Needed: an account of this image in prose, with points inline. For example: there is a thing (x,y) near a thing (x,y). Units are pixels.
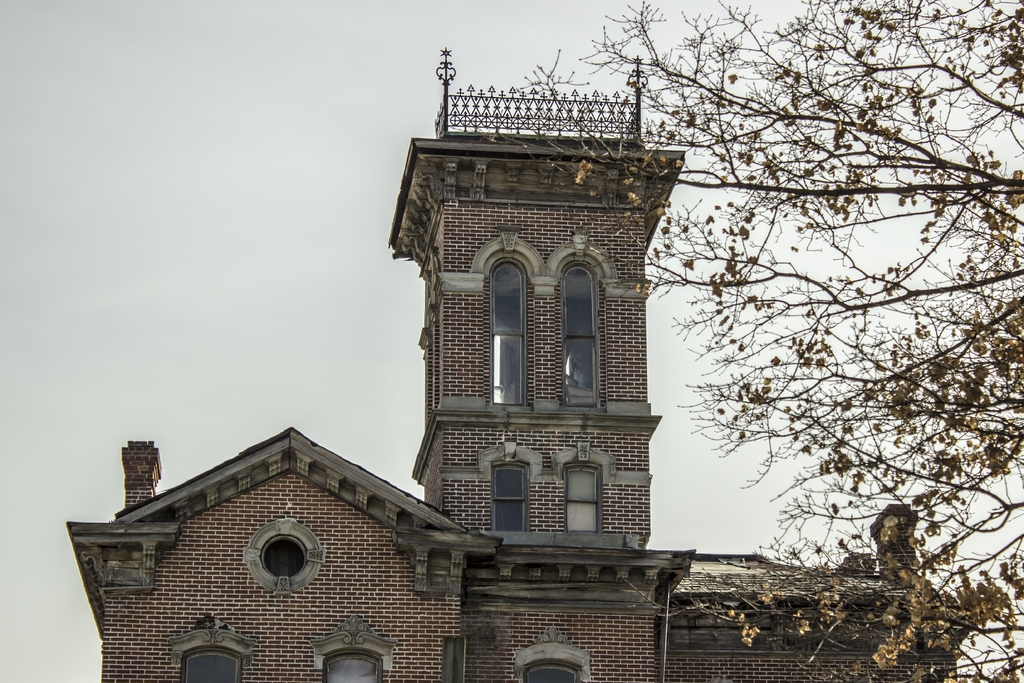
In this image we can see a building (322,622) with glass windows (550,678). On the right side of the image (912,417), we can see a tree (918,582). In the background (123,370), we can see the sky (252,231).
